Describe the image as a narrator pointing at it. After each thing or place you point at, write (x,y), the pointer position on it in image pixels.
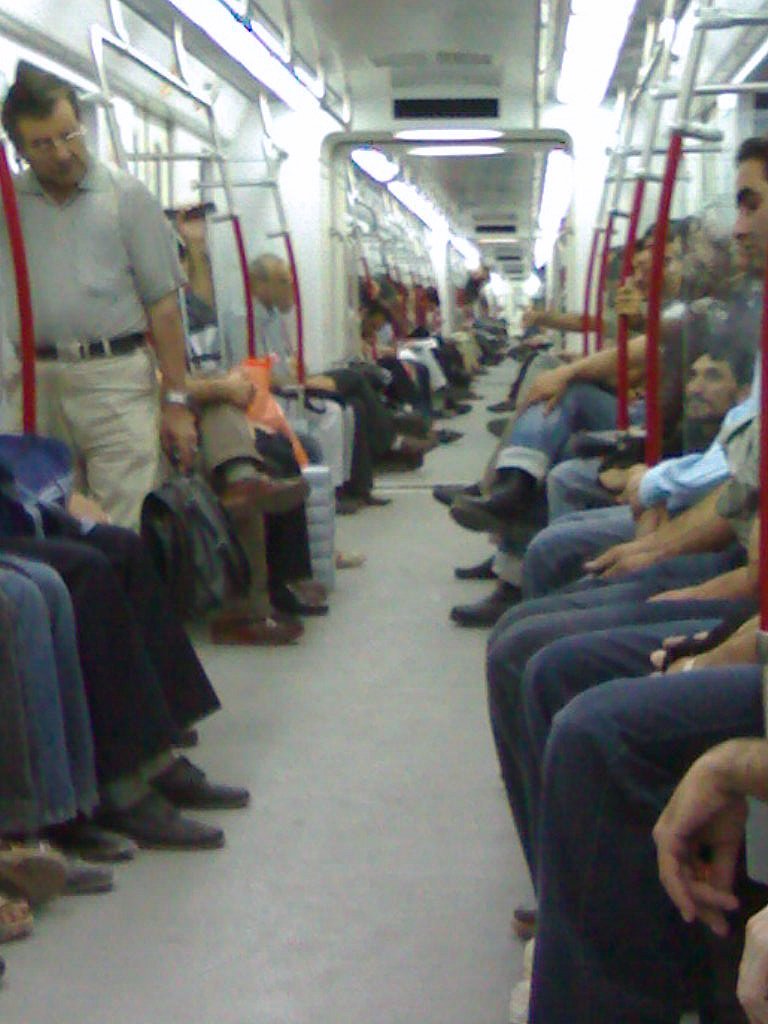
This picture shows an inner view of a train (34,35) and we see man (105,475) standing and holding a bag (167,513) in his hand (184,410) and he wore spectacles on his face (43,131) and we see people (697,379) seated.
